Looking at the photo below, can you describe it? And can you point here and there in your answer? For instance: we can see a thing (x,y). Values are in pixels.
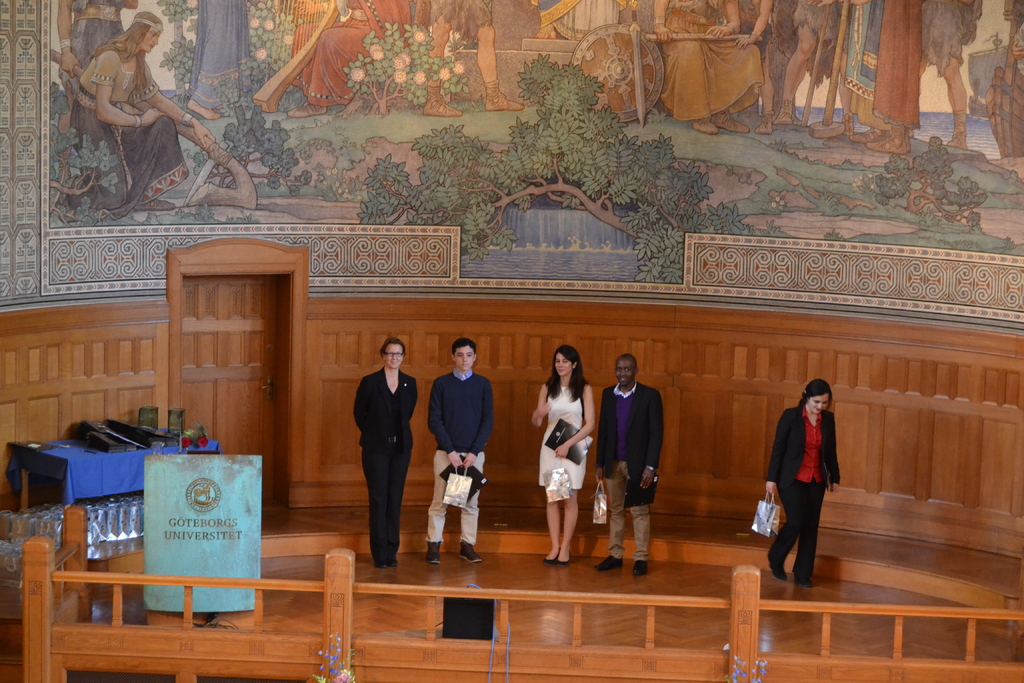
In this image I can see the group of people (469,462) with different color dresses (452,442). I can see four people (437,502) holding the bags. To the left (100,457) there is a table (105,469) and some objects (141,438) on it. In-front of the people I can see the railing (348,614). In the back (413,245) I can see the frame (301,134) to the wall (444,86) and it is colorful.
